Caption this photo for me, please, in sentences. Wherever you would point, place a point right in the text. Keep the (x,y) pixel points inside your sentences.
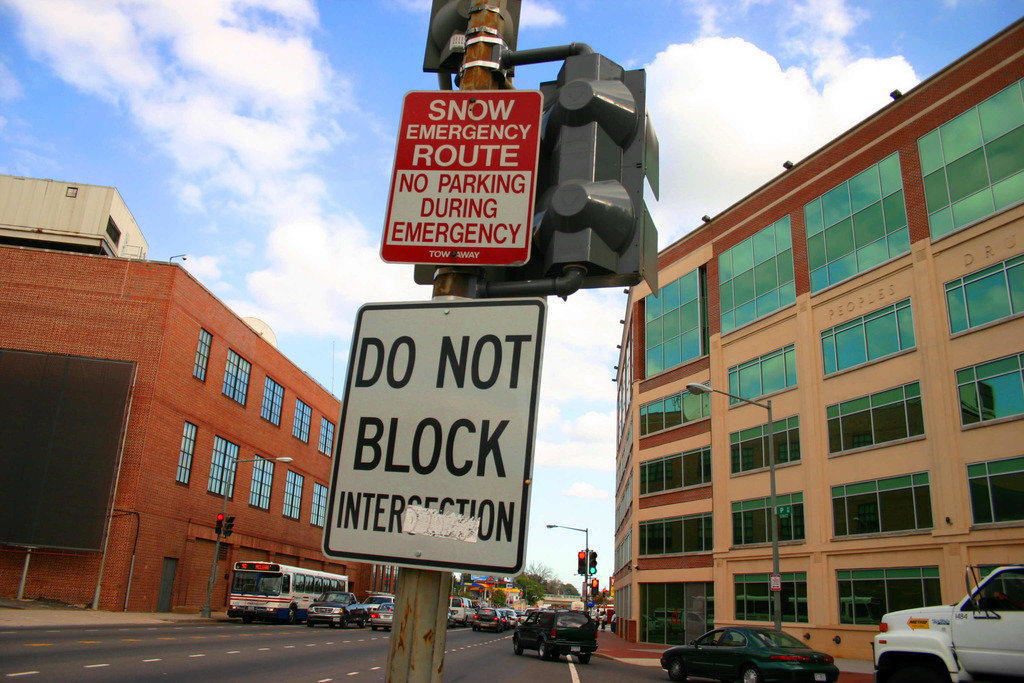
This picture is clicked outside the city. In front of the picture, we see traffic signals (584,161) and two boards (424,340) in red and white color with some text (481,112) written on each board (500,566). On either side of the road (220,664), there are buildings (710,522), street lights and traffic signals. At the top of the picture (234,158), we see the sky (215,239) and the clouds (304,254).
